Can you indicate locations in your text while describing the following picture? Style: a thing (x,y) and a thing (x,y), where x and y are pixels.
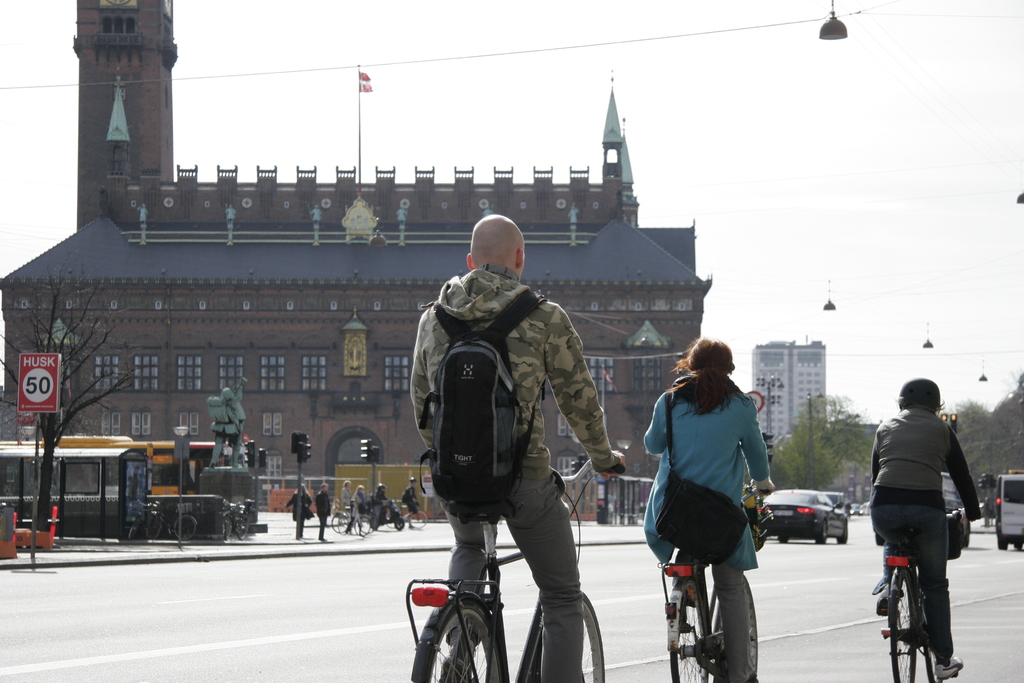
In the foreground of the image (544,474) we can see this three persons (566,523) are riding the bicycle (490,558) on the road (594,568). In the background (543,292) we can see buildings (547,276), statue (231,434), traffic lights (298,455), trees (822,427), buses (159,484), few people (319,510) and cars (786,514).
